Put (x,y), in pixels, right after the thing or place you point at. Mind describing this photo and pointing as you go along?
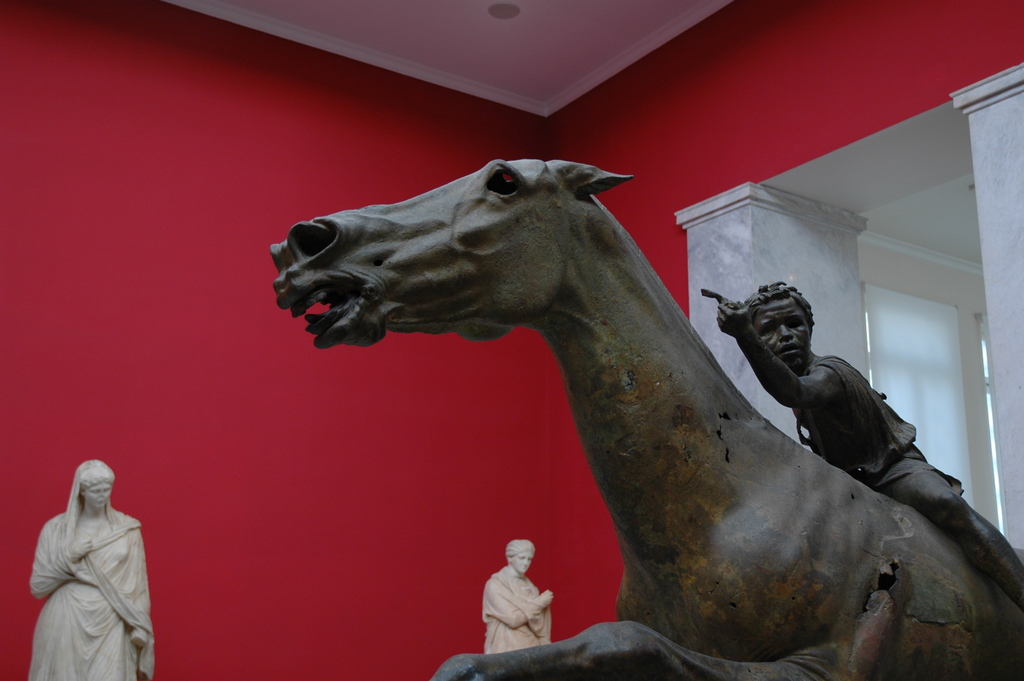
In this image I can see few statues (83,664), they are in brown and cream color. Background (514,480) the wall (338,470) is in red and white color.
